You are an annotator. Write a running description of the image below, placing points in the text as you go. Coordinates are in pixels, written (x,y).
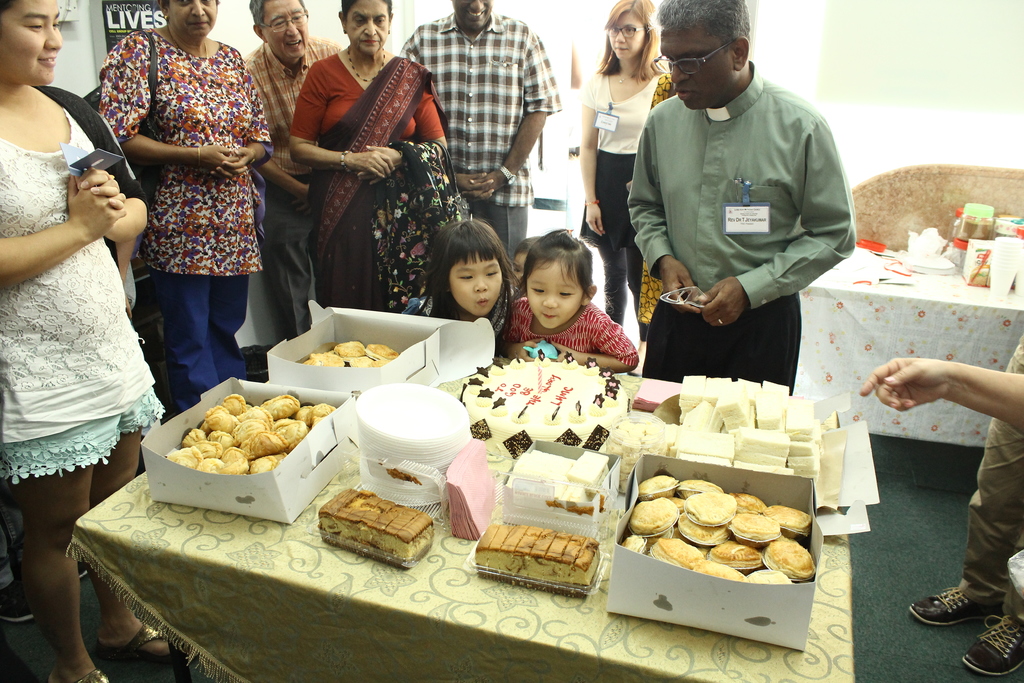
In this picture we can see some people (287,183) are standing and in front of the kids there is a table (419,599) and on the table (396,571) there are some food items (226,470) in the boxes (409,347). Behind the people (774,300) there is another table (817,313) with some objects (892,266).
